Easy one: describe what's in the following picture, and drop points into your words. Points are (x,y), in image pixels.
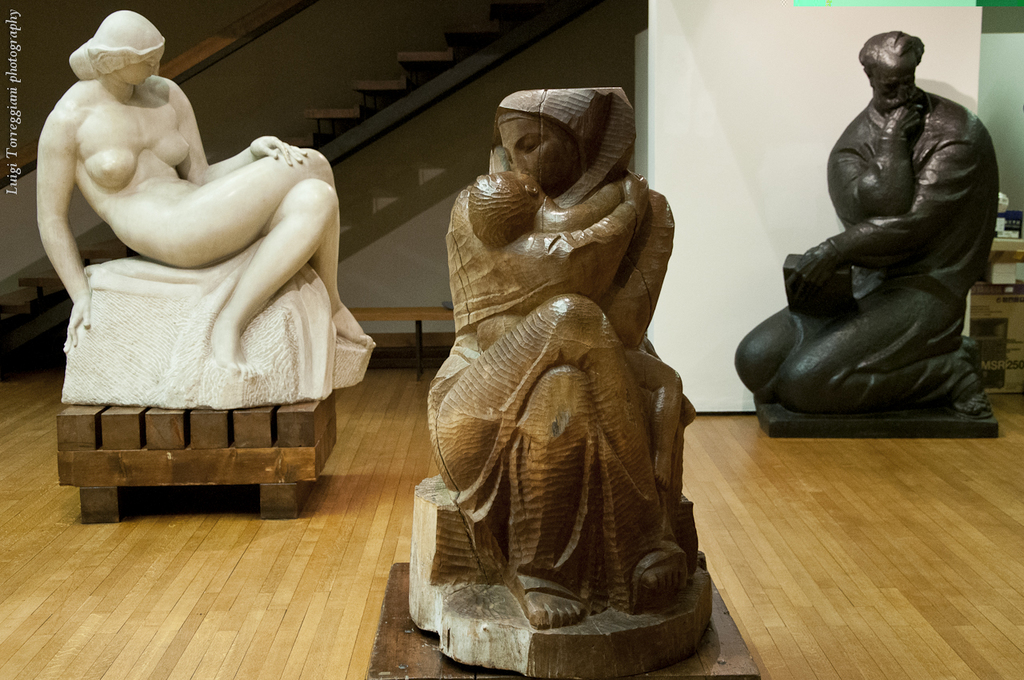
In this picture there are sculptures (500,224). At the back (321,143) there is a staircase (449,66). On the right side of the image (1010,275) there are objects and there is a cardboard box (1007,334). At the back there is a bench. At the bottom (239,544) there is a wooden floor (206,531). At the top left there is a text (17,102).
